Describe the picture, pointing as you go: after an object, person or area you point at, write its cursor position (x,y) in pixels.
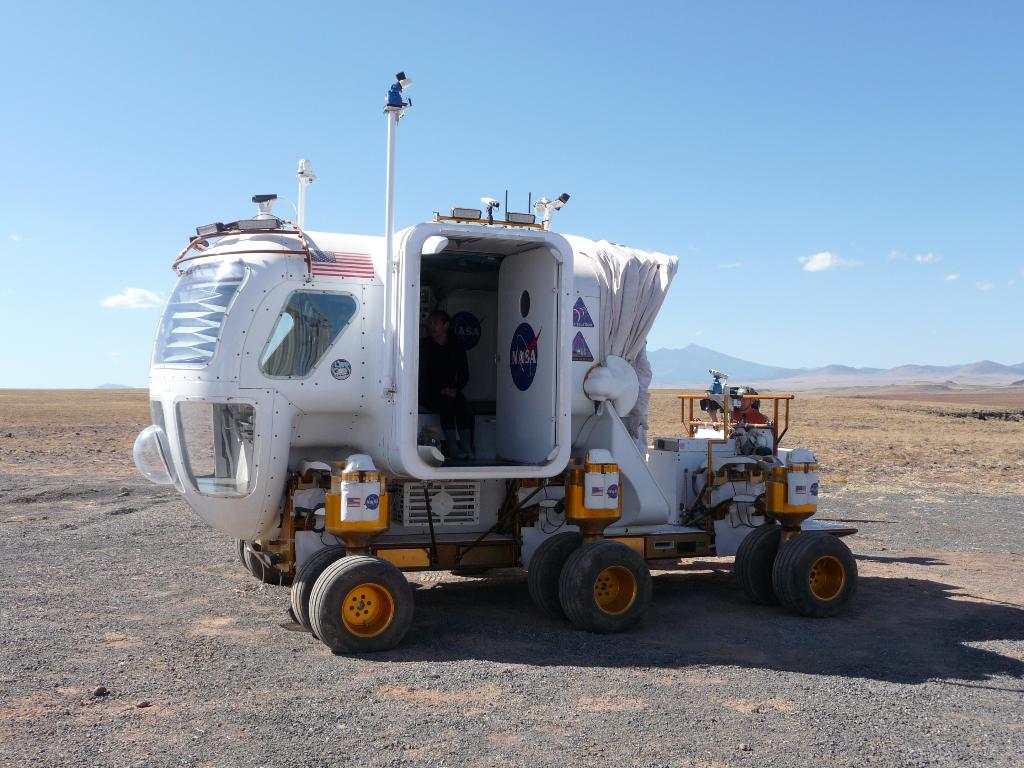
In the middle (542,500) I can see a vehicle (799,594) on the road (458,651) and a person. In the background (950,43) I can see grass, mountains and the sky (287,134). This image is taken may be in a farm (320,692) during a day.
